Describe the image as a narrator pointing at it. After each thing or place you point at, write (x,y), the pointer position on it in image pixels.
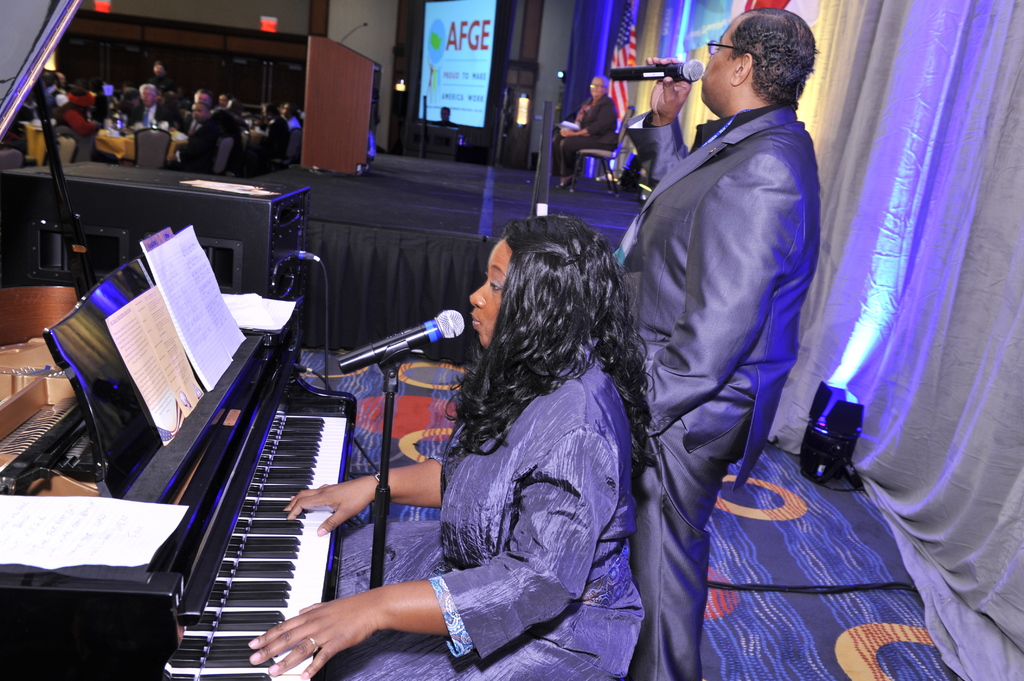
In this image there is a man (684,280) and women (588,441), the man (705,273) is standing and holding a micro phone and singing, the women (519,493) is sitting and singing by playing a musical instrument (276,490) in front of the women (481,333) there is a micro phone (442,327) and at the backside of the man (704,320) there is a curtain (974,271) and at the background (499,221) i can see a stage (505,210), a screen (455,65), podium (348,77) and group of people (223,100) sitting.
